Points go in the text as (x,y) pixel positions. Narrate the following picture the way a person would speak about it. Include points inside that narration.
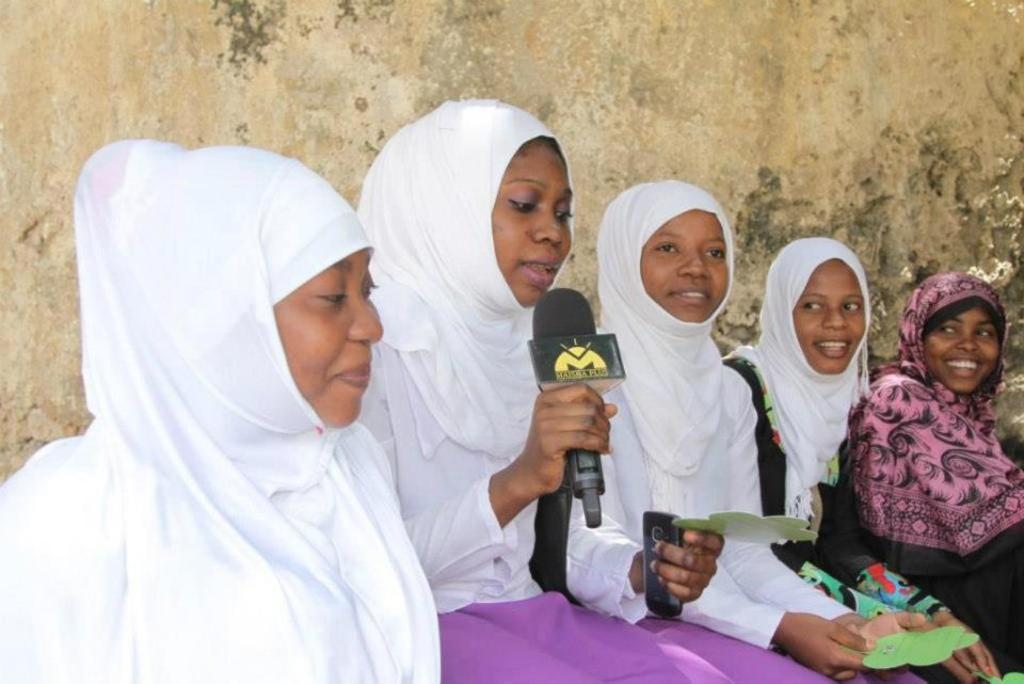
In this image we can see a group of people (540,455) sitting holding some papers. In that we can see a woman (486,509) holding a mic (561,345) and a cellphone (647,570). On the backside (712,159) we can see a wall (707,162).
